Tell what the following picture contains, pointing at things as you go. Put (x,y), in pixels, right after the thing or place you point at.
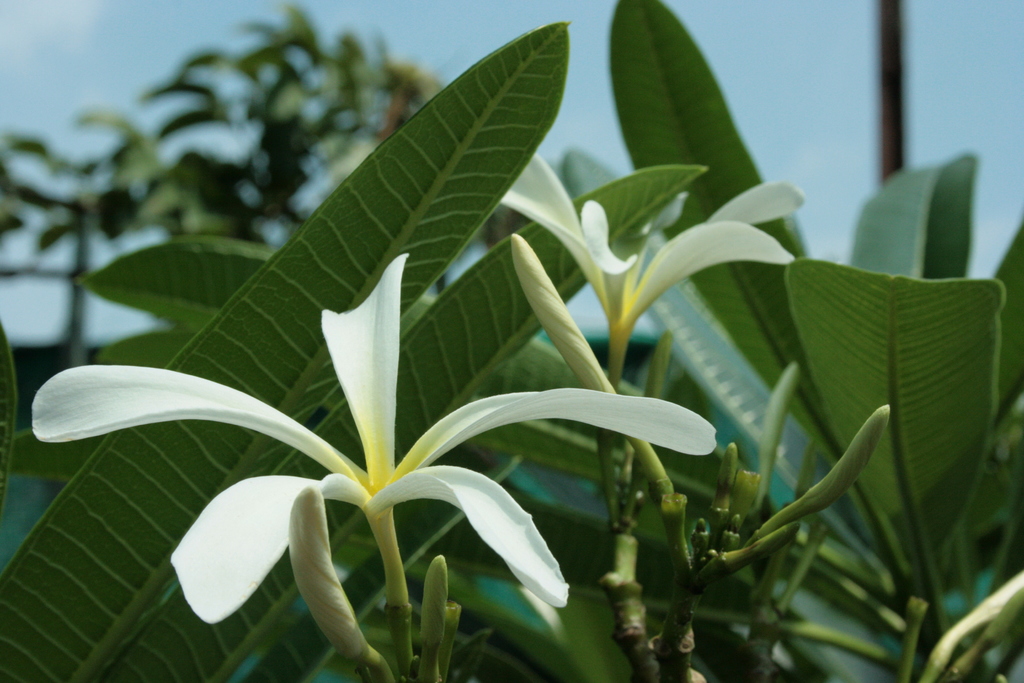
In this image we can see some flowers (677,409) and leaves (225,350) on the stems (611,370) of a plant (830,500). In the background (997,533), we can see some plants (402,85). At the top of the image (581,17) we can see the sky (840,23).
